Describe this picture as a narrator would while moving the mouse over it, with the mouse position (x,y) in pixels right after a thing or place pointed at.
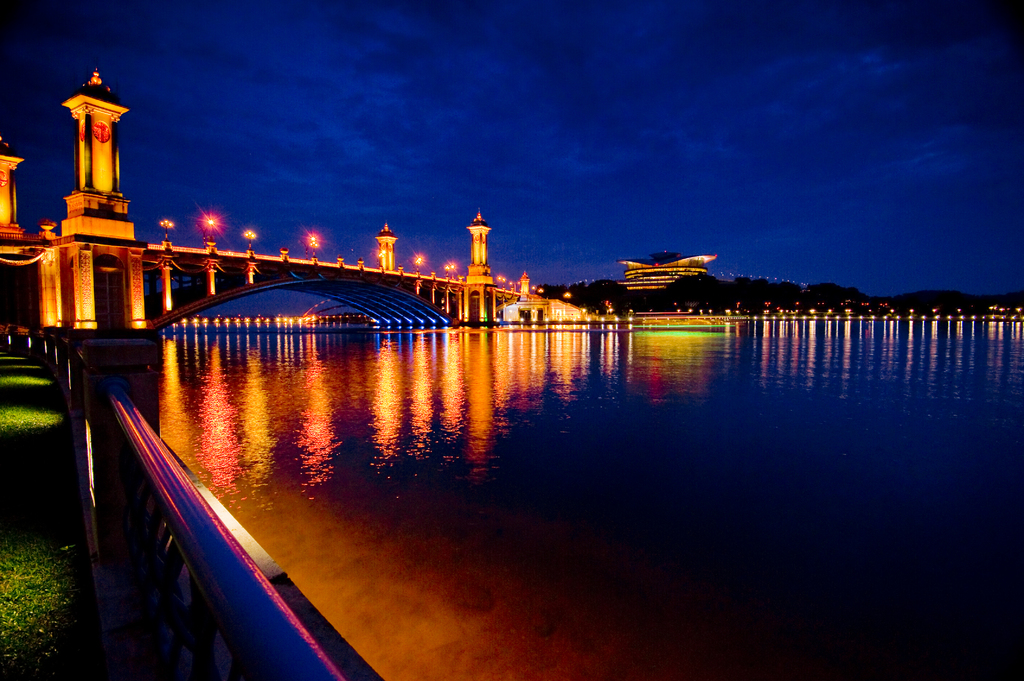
In this image I can see the railing (153,610) and the water (555,505). In the background (649,292) I can see the many buildings (564,303) with lights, trees (615,298) and the sky (462,136).
